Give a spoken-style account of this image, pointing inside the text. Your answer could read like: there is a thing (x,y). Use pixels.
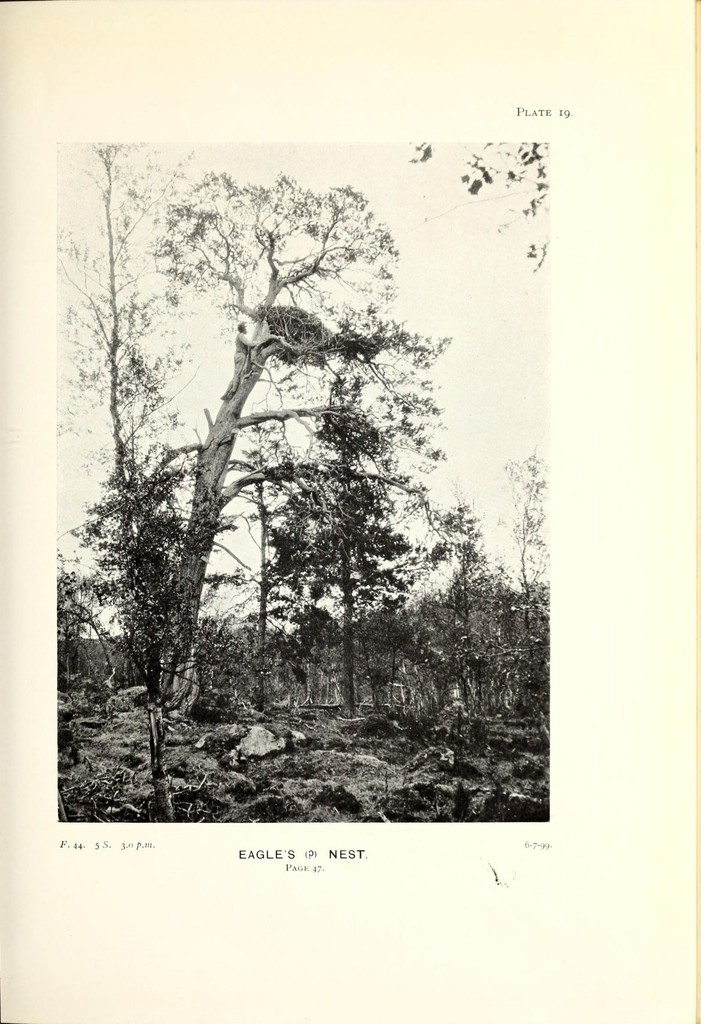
In this picture we can see a page (213,450), on this page (134,654) we can see trees (210,648), person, sky (518,349) and some text (253,857).
